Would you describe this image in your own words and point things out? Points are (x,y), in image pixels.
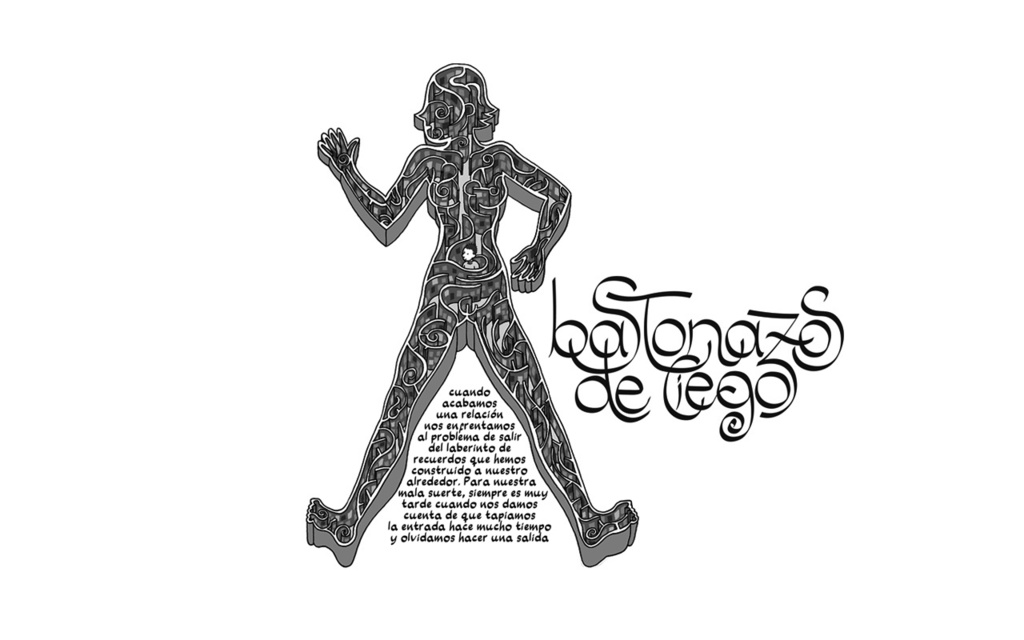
In this image there is a painted picture (537,220). Middle of the image (509,314) there is a painting (472,213) of a person (445,270). There is some text (589,402). Background (145,399) is in white color.
